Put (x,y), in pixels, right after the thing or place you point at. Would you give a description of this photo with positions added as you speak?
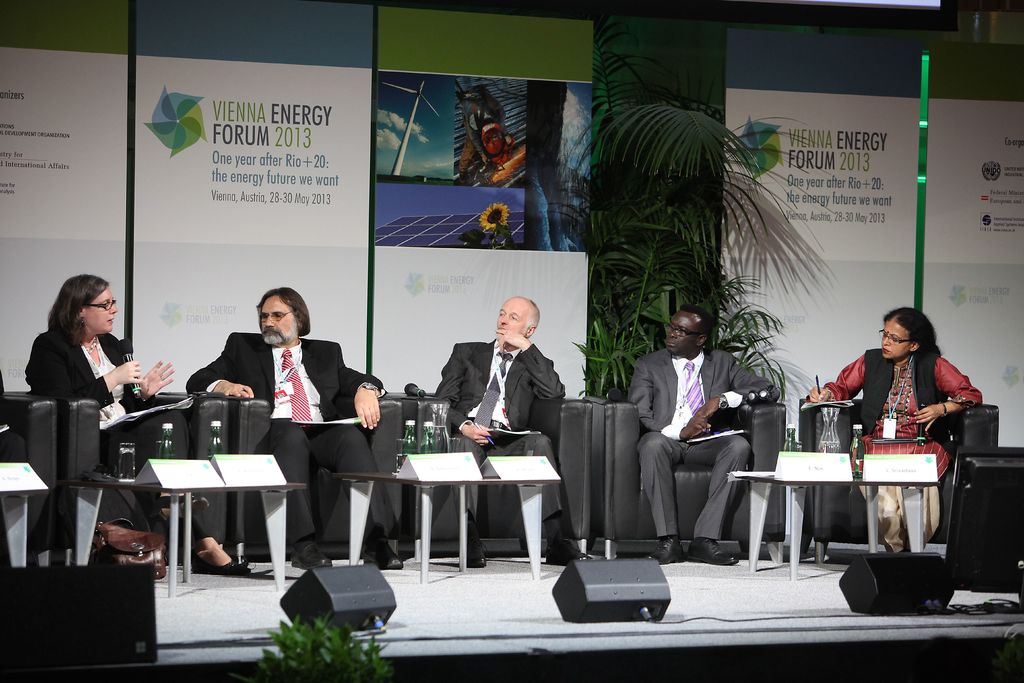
In the image we can see there are people (678,382) who are sitting on chair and a woman (131,368) is holding mic (135,390) in her hand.
